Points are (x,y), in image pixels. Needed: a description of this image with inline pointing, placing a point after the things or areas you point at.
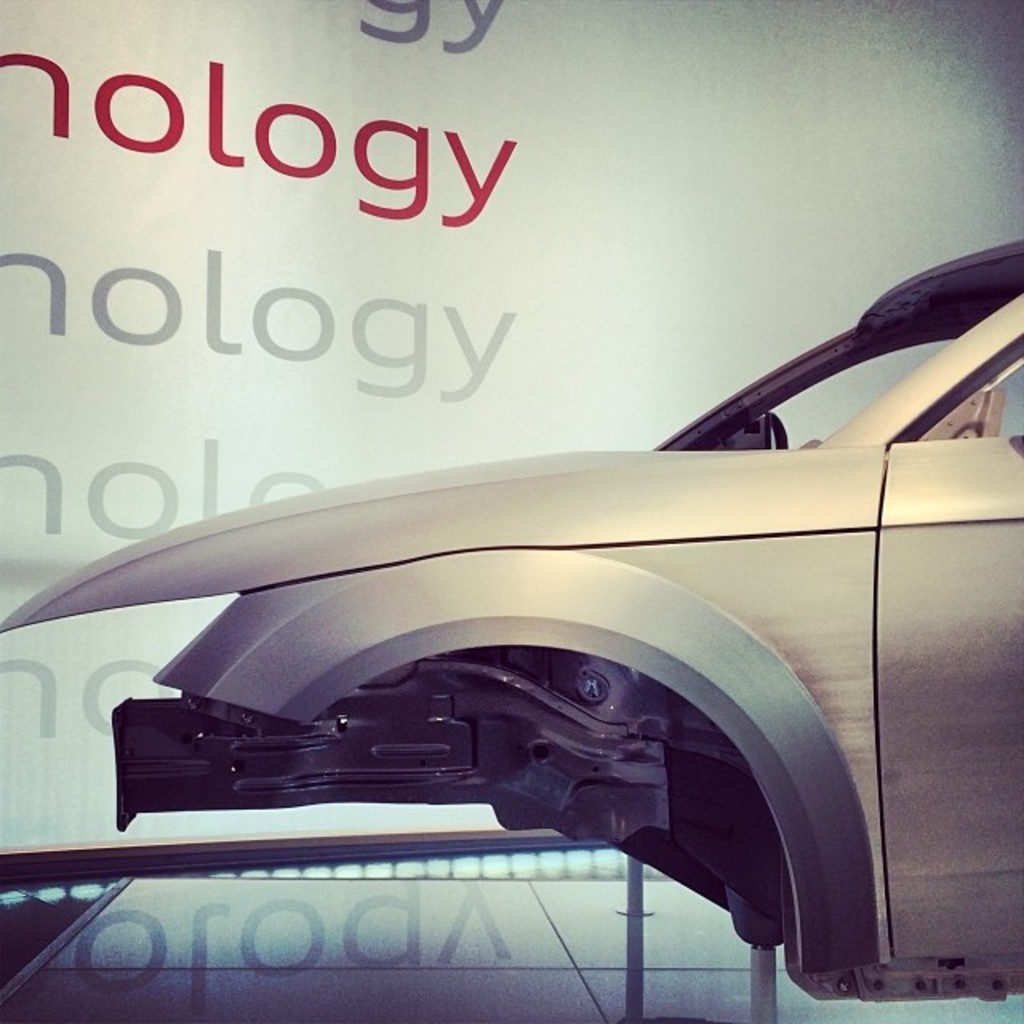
In this picture there is a vehicle (838,596). At the back (524,140) there is text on the board (374,228). At the bottom (650,980) it looks like a glass (396,942) and there is reflection (412,945) of text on the glass (381,899).
